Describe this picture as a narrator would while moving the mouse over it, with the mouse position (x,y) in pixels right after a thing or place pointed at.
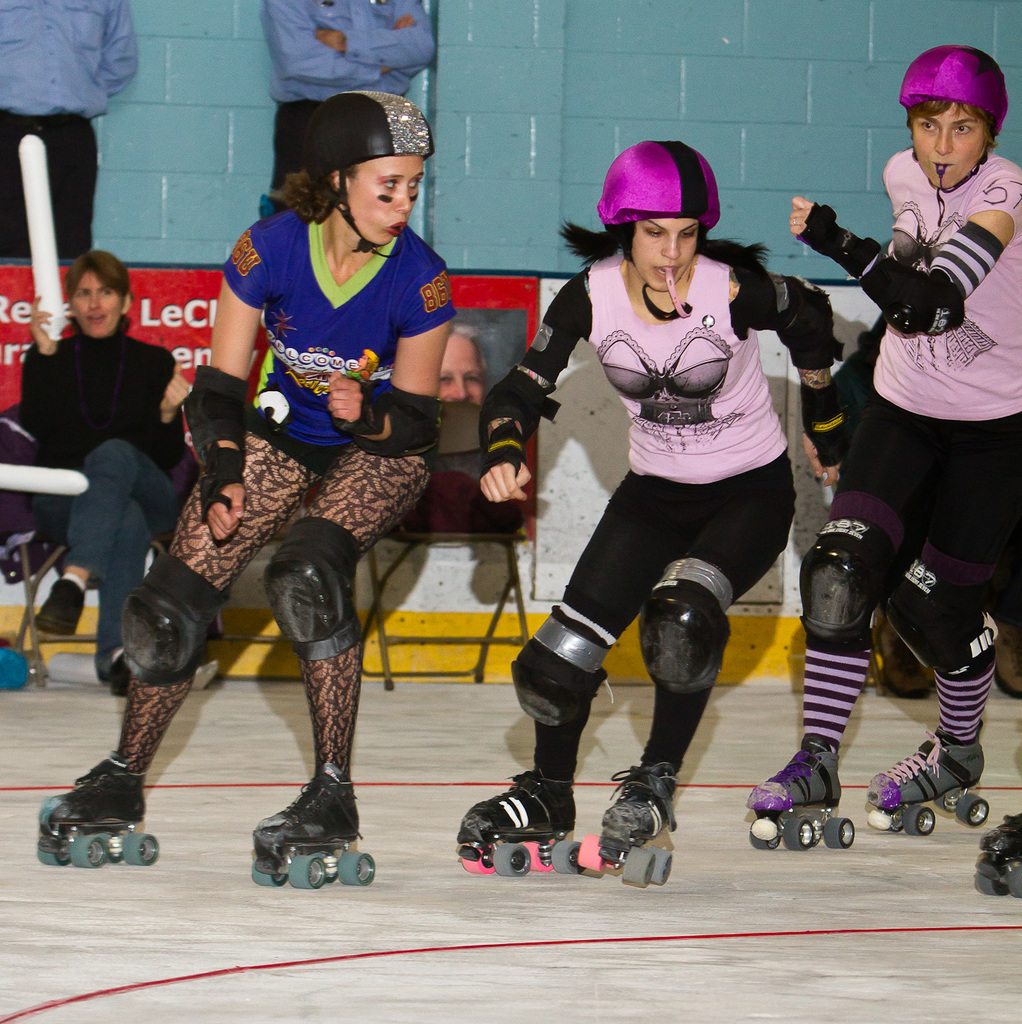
In the background (742,111) we can see the wall (630,83), chairs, objects (29,144) and people (82,131). We can see a person (36,400) sitting on a chair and holding an object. In this picture we can see people (958,671) wearing helmets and skating shoes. They are skating on the floor (899,903).
